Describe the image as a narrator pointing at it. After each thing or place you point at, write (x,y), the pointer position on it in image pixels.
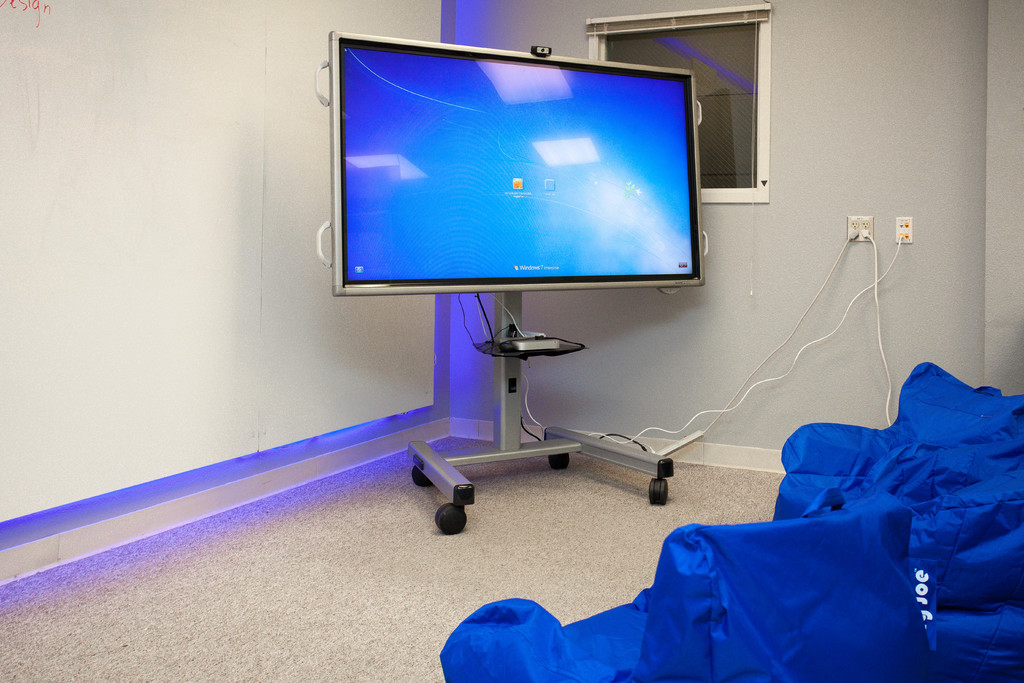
In this image there is a TV (433,121) kept on stand (459,519), there are some cable wires (867,235) visible in the middle (543,438), in the bottom right (903,473) there is an blue color object (903,495), there is the wall (543,22), window (741,49) visible behind the TV (695,156).
